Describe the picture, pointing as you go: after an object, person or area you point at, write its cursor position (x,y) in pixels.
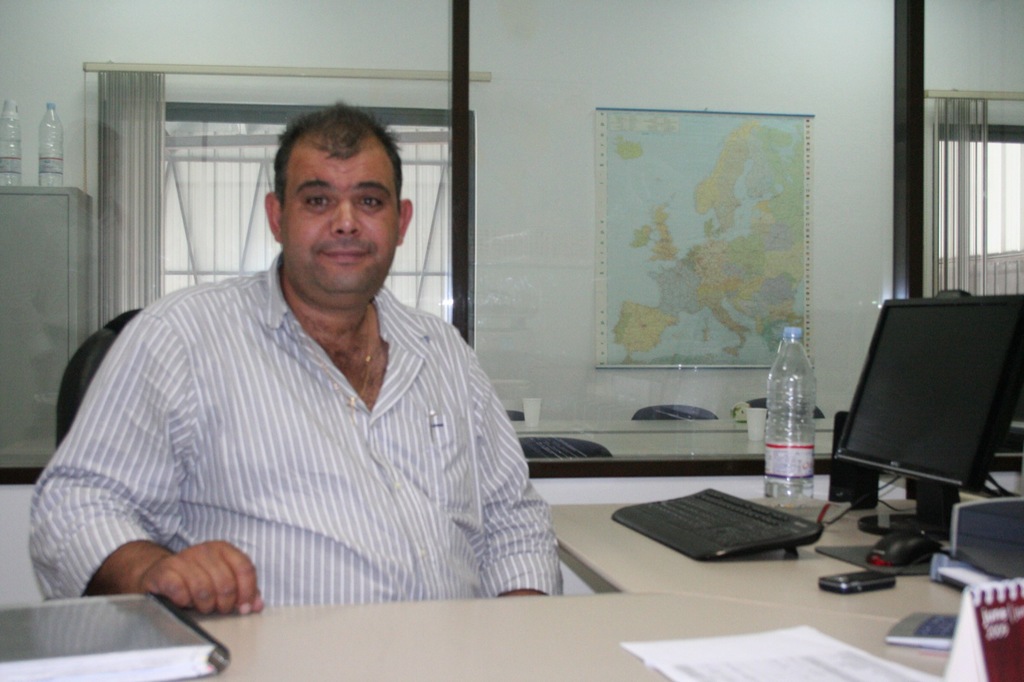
In this image there is a person (333,533) wearing white color shirt (349,560) sitting on the chair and on the top of the table (810,547) there is a system (813,531), water bottle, book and at the background of the image (736,167) there is a world outline (694,195) and water bottle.
